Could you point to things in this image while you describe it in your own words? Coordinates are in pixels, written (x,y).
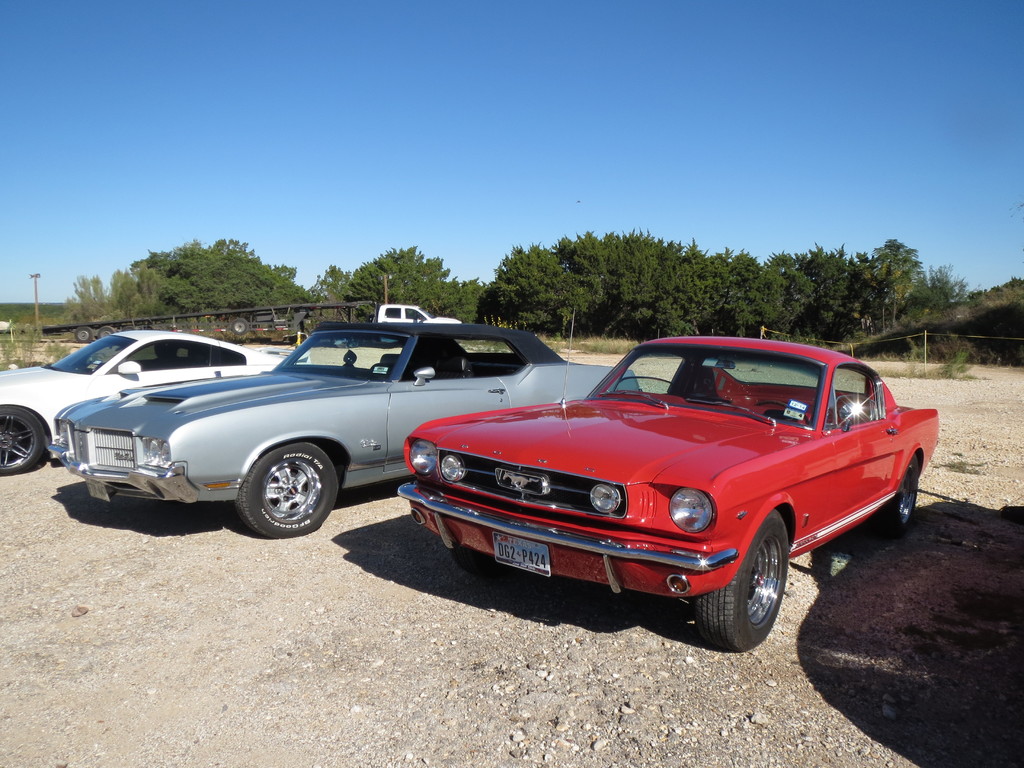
In this image in front (60,407) there are cars (742,597) on the road (636,700). On the right side of the image (919,357) there is a fence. In the background of the image (507,311) there are trees (369,291) and sky (473,142).
